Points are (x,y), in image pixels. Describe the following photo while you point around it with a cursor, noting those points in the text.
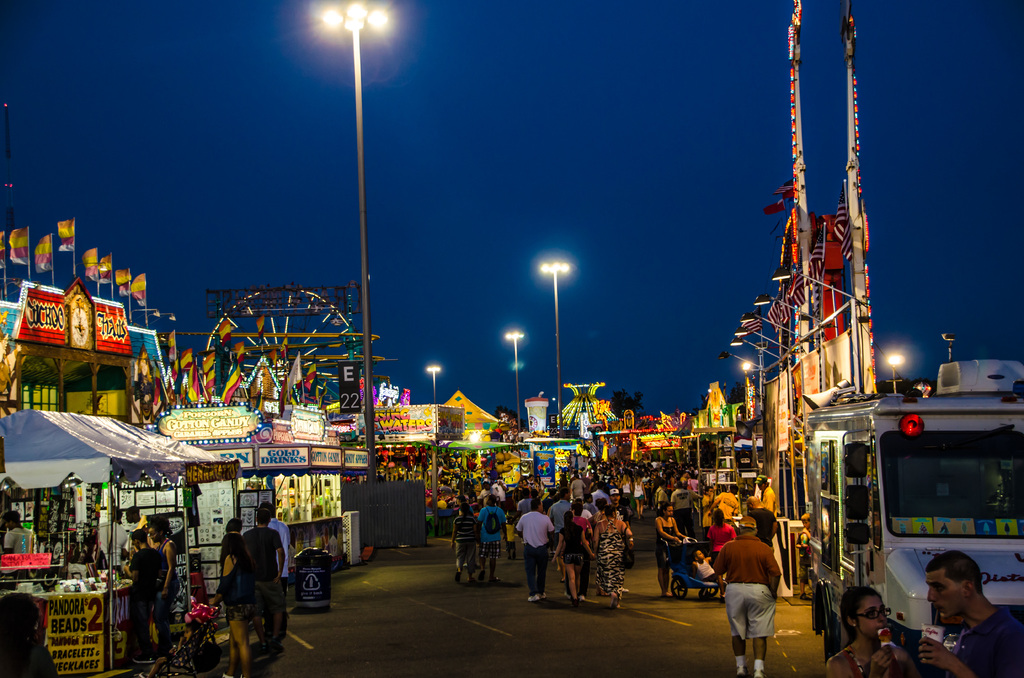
This is a street view. there are many people (497,516). On the left side (165,459) there are many shops (100,344) with flags (109,276), name boards (88,610) and banners (97,619). There are light poles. In the back (323,315) there is a giant wheel (267,316). On the right side (843,481) there is a vehicle (881,527). There is a board (800,342) with flags (799,288) and lights (749,330). In the background (498,401) there are tents (473,415) and sky (508,151).
